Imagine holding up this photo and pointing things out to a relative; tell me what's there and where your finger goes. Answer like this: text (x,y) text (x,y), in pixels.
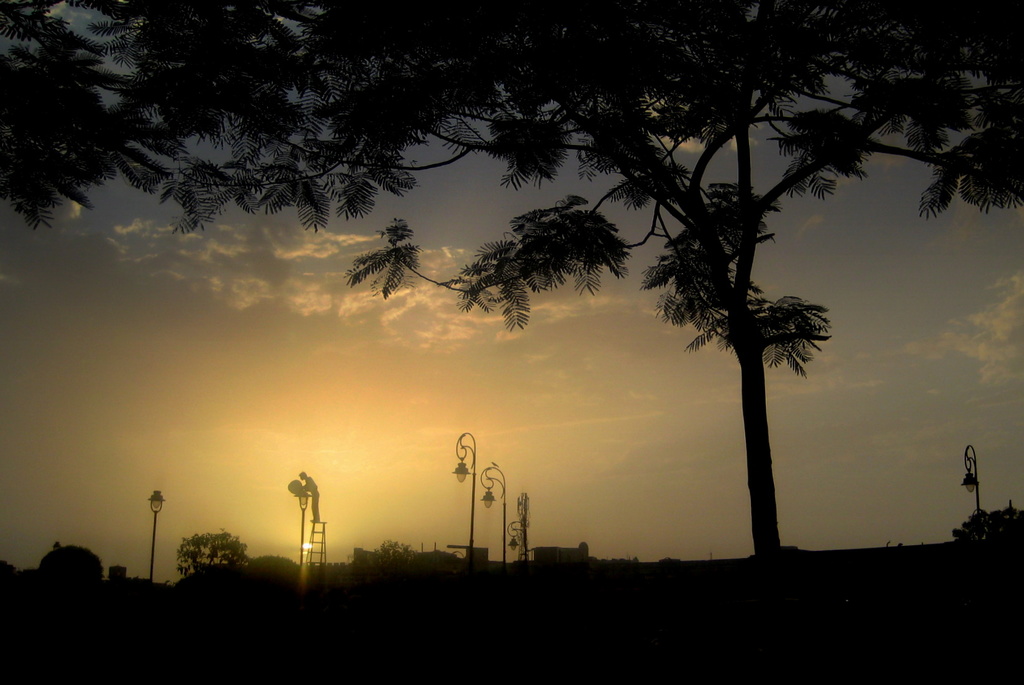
In the picture we can see some poles (153,556), houses (455,556), trees (191,575), in the foreground of the picture (675,146) there is a tree (343,57) and top of the picture (436,140) there is cloudy sky (281,294).
